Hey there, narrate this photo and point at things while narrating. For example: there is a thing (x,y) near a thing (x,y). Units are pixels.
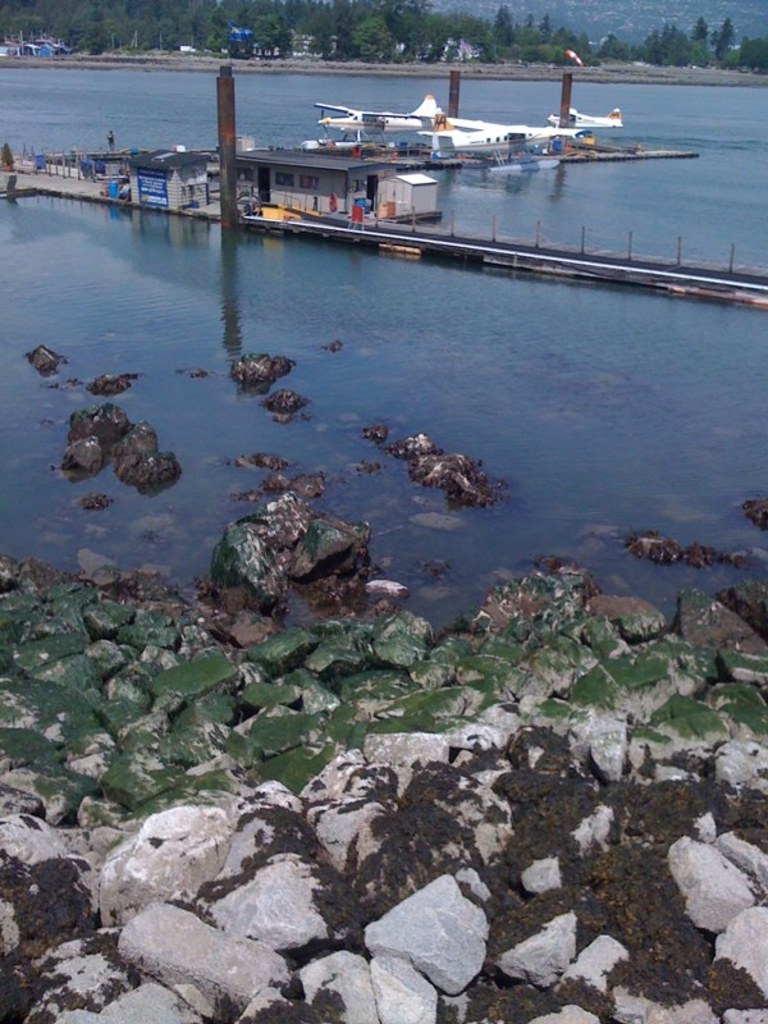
In this image we can see water (340,322). At the bottom (151,775) we can see rocks (422,882). On the water (287,288) there are sheds (201,166). Also there are pillars (458,95) and float planes (419,111). And there is a bridge (557,268). In the background (412,22) there are trees (412,22).
